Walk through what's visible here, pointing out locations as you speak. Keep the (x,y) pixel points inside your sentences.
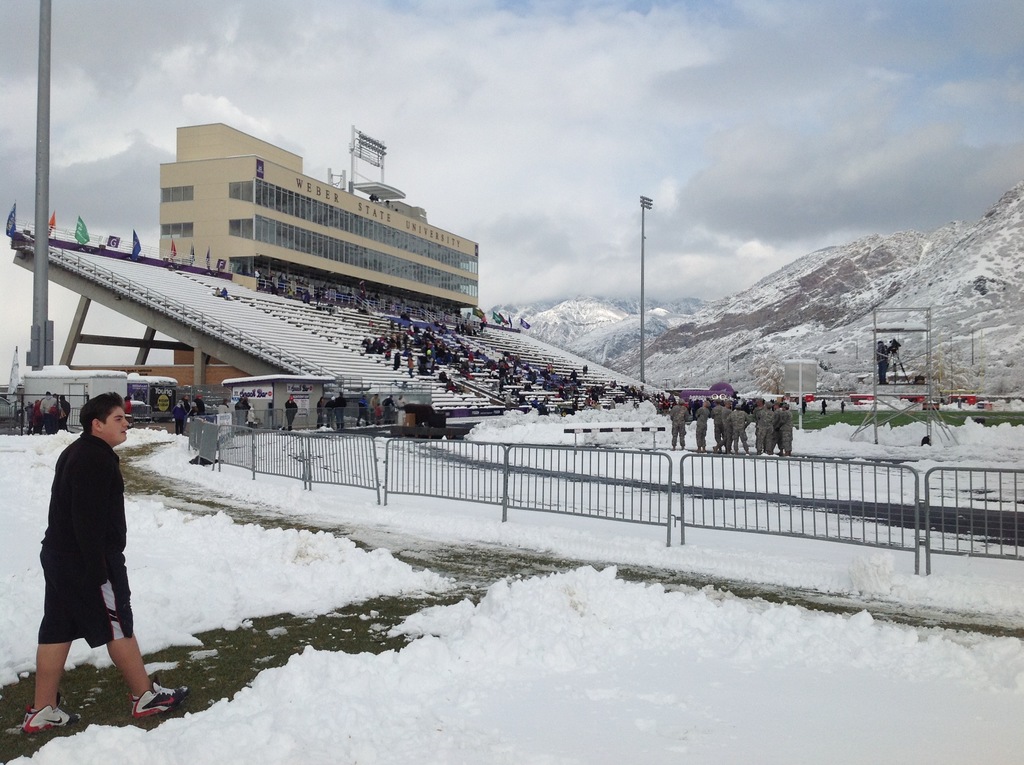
In the image there is a man (89,502) black dress (89,538) walking on the left side (31,709) with snow (453,657) covered all over the place, on the right side (764,437) there are few people (699,416) standing inside the fence (712,479), in the back (479,353) there are many people (594,389) sitting on steps (350,353) and building (341,218) behind them, over the background (684,355) there are hills (722,334) covered with snow (864,280) and above its sky (488,120) with clouds (271,47).
